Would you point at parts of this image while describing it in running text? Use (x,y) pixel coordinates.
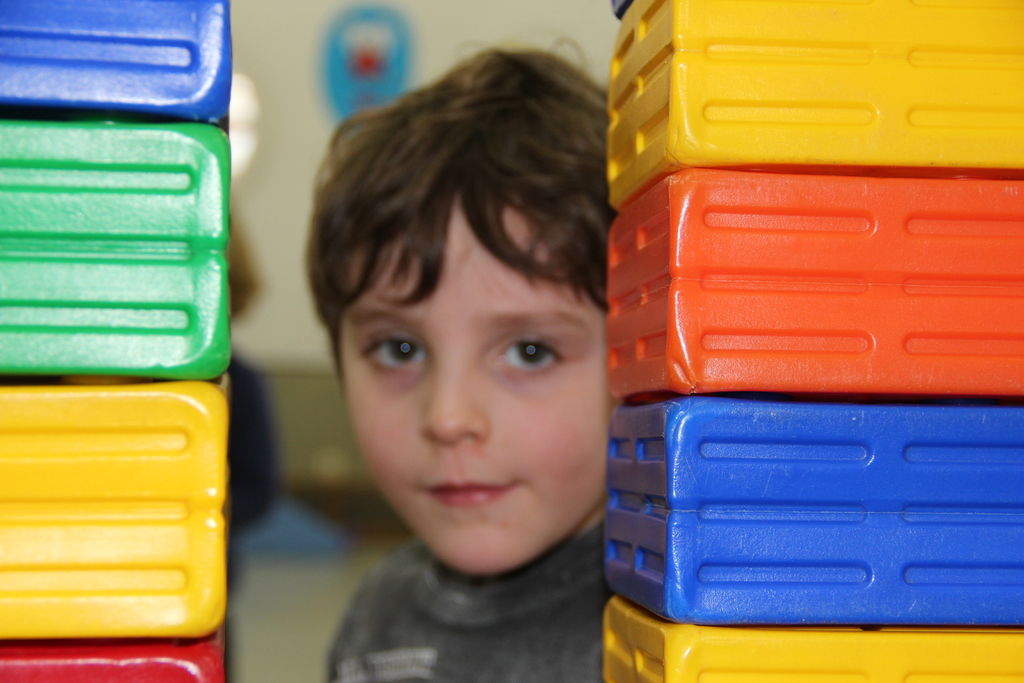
In the image there are few plastic boxes (138,364) arranged one upon another and there is a boy (405,494) behind those boxes (141,573).
